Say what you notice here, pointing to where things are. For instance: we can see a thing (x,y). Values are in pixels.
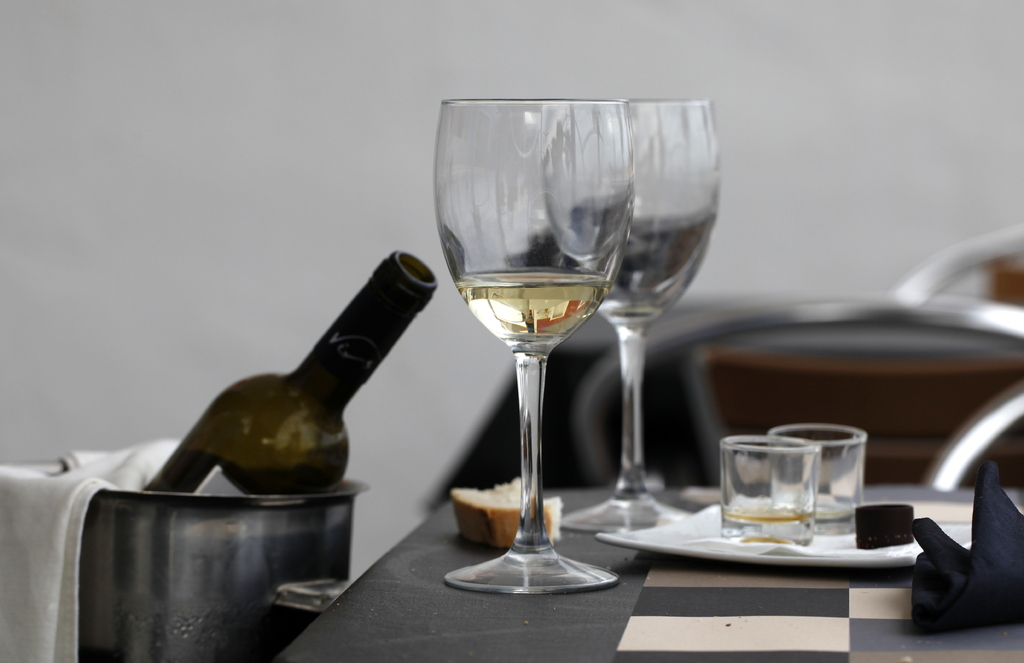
In the given image we can see that, there are two wine glasses (570,230), a plate (675,540) and a bottle (259,433).
